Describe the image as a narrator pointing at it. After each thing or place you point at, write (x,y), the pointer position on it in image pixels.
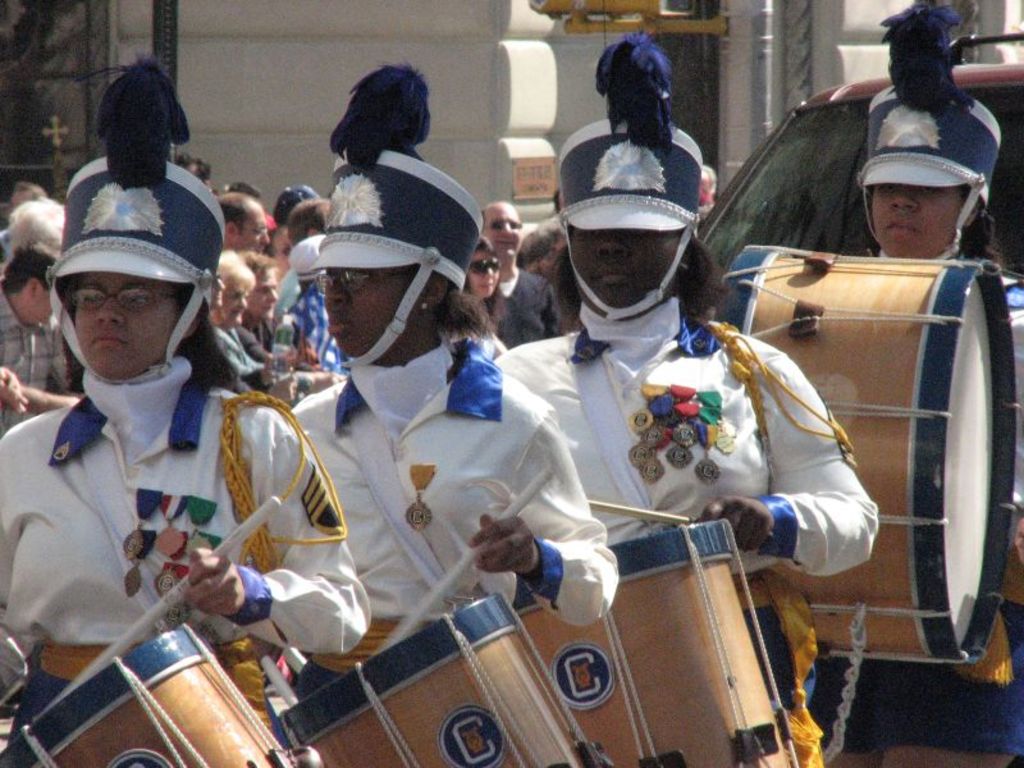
In this image i can see there are group of people (335,518) among them, few people (352,634) are playing drums (440,658).
